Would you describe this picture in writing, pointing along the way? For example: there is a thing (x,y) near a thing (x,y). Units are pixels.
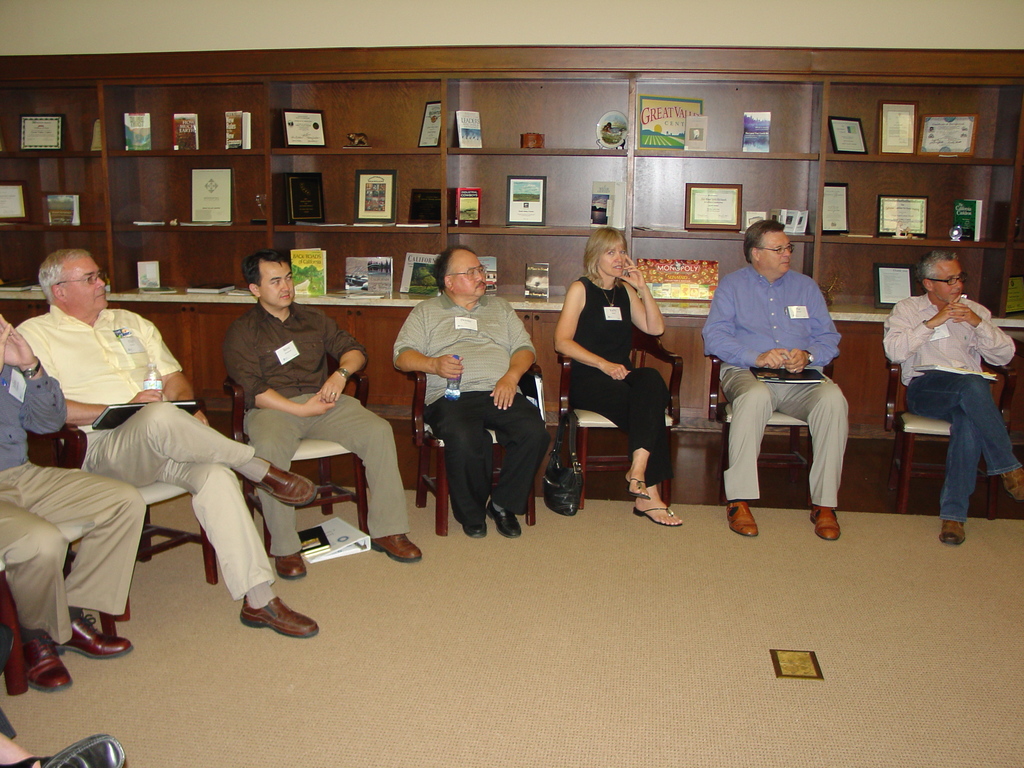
In this image I can see the group of people (243,526) sitting on the chair (208,550). These people (377,499) are wearing the different color dresses (757,430) and few people (227,468) are holding the bottles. In the background (185,326) I can see the board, books (355,287), frames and few objects (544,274) in the cupboard (678,208). I can also see the cream color wall (316,29).
